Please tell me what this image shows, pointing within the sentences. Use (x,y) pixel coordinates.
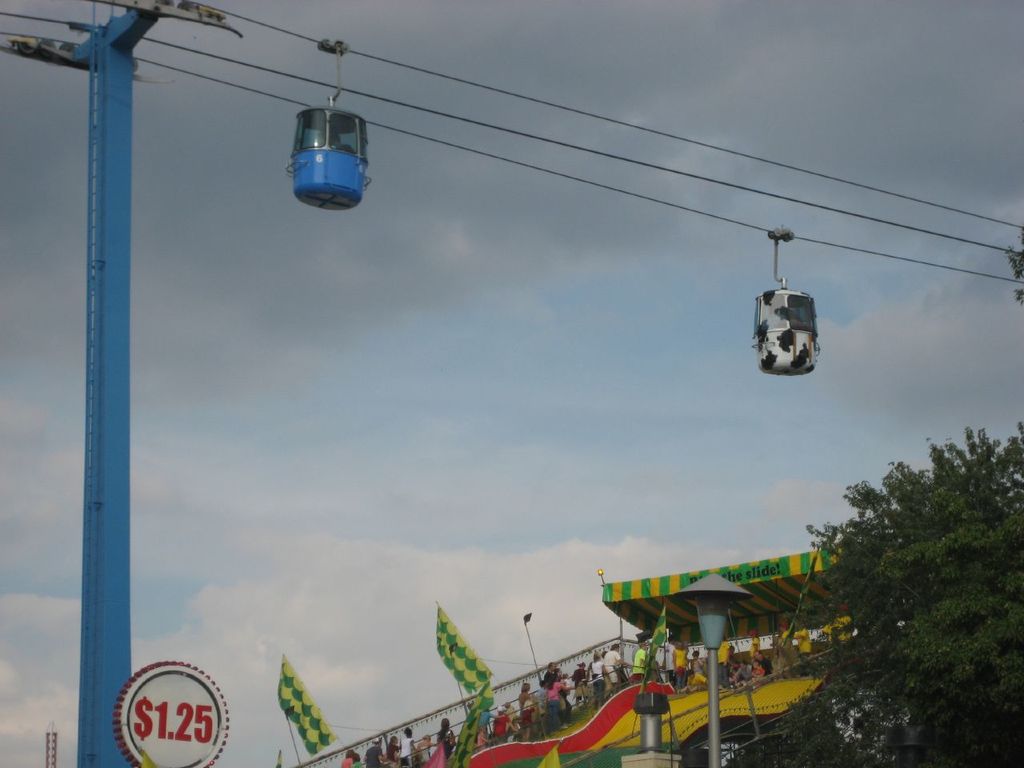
In this image I can see few trees (984,553), few poles (710,626), few persons (746,670) standing, few flags (318,718) which are yellow and green in color and a huge blue colored metal pole (91,600). To the pole (159,14) I can see few wires (735,188). I can see two cable cars (776,302) hanging to the wires (307,106). In the background (331,300) I can see the sky (546,316).
